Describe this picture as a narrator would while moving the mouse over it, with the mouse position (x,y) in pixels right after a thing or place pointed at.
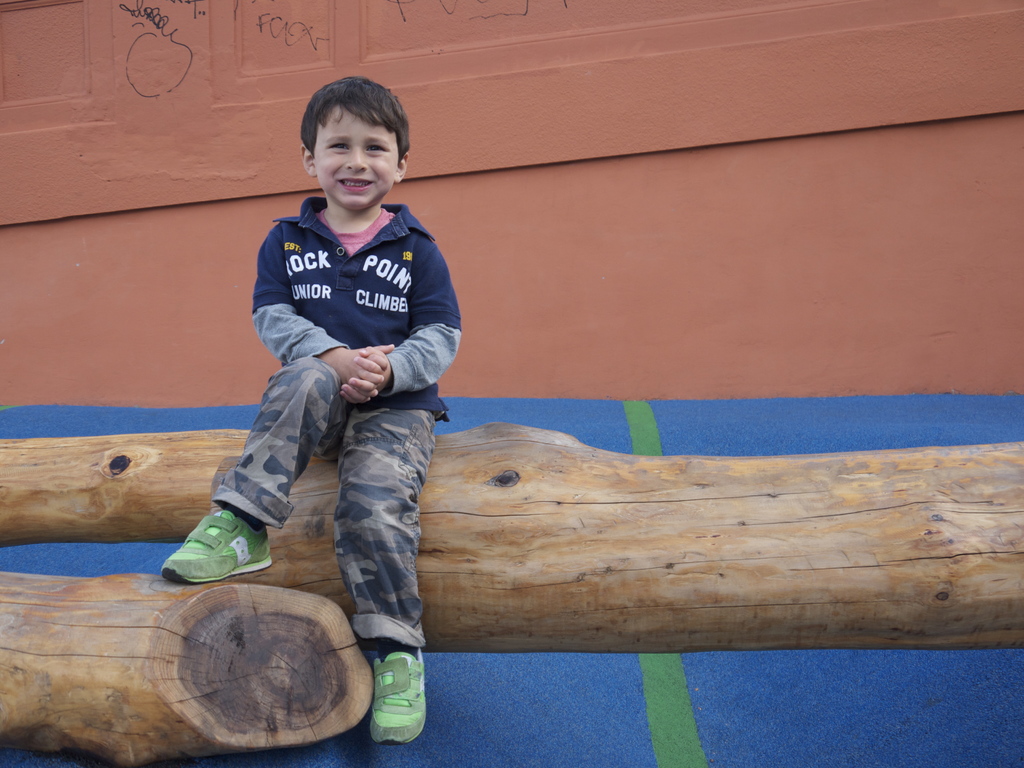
This picture shows a boy (327,180) seated on the tree log (491,602) and we see a wall (837,43). Wall (630,49) is brown in color. Boy (398,431) wore a blue t-shirt (310,254) and green shoes (386,674).
